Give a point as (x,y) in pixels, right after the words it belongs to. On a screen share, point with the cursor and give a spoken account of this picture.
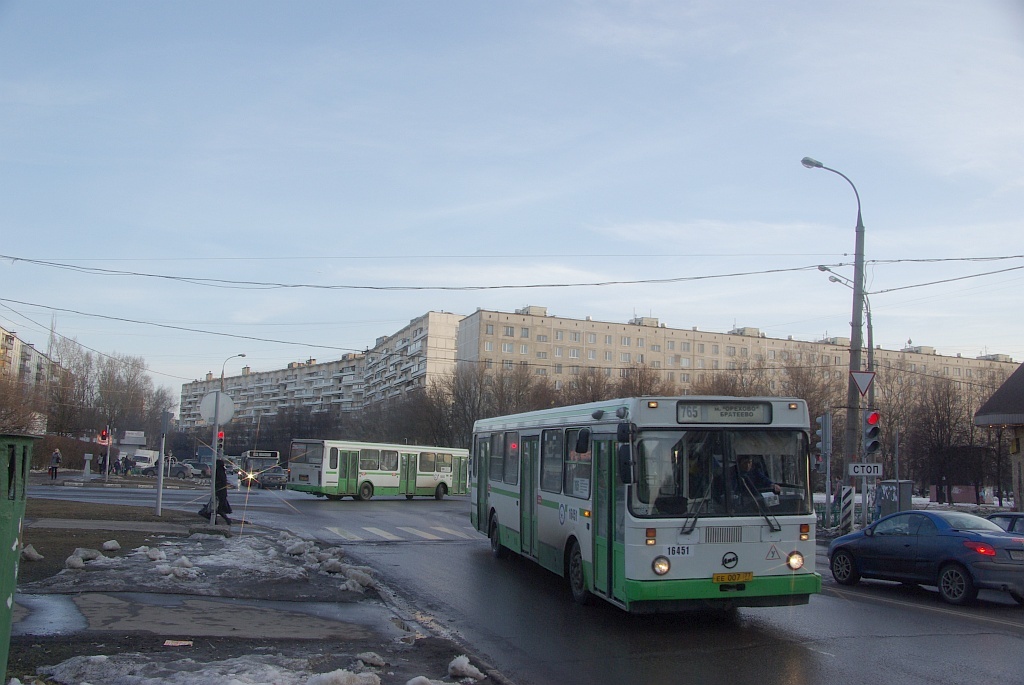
In this image, we can see a few buses (495,538), vehicles (487,535) are on the road (630,631). Here there are so many poles (162,488) with lights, sign boards (205,453), boards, traffic signals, trees (956,447), buildings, glass windows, sheds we can see. At the bottom (261,494), there is a road (932,662). Top of the image (507,131), there is a sky (496,130).
